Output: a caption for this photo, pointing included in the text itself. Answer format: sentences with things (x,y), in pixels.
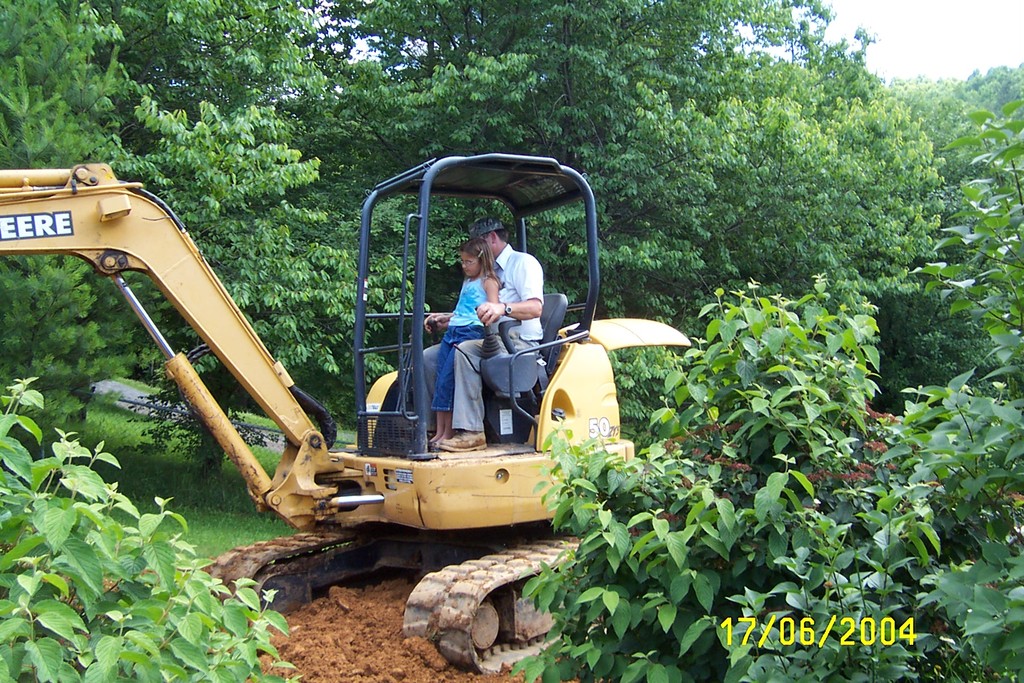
In this image we can see jcb (292,489) which is operated by a person (541,283) wearing white color shirt (540,295) sitting and there is a kid (452,324) who is wearing blue color dress (464,302) sitting on him and in the background of the image (88,106) there are some trees (123,70).
